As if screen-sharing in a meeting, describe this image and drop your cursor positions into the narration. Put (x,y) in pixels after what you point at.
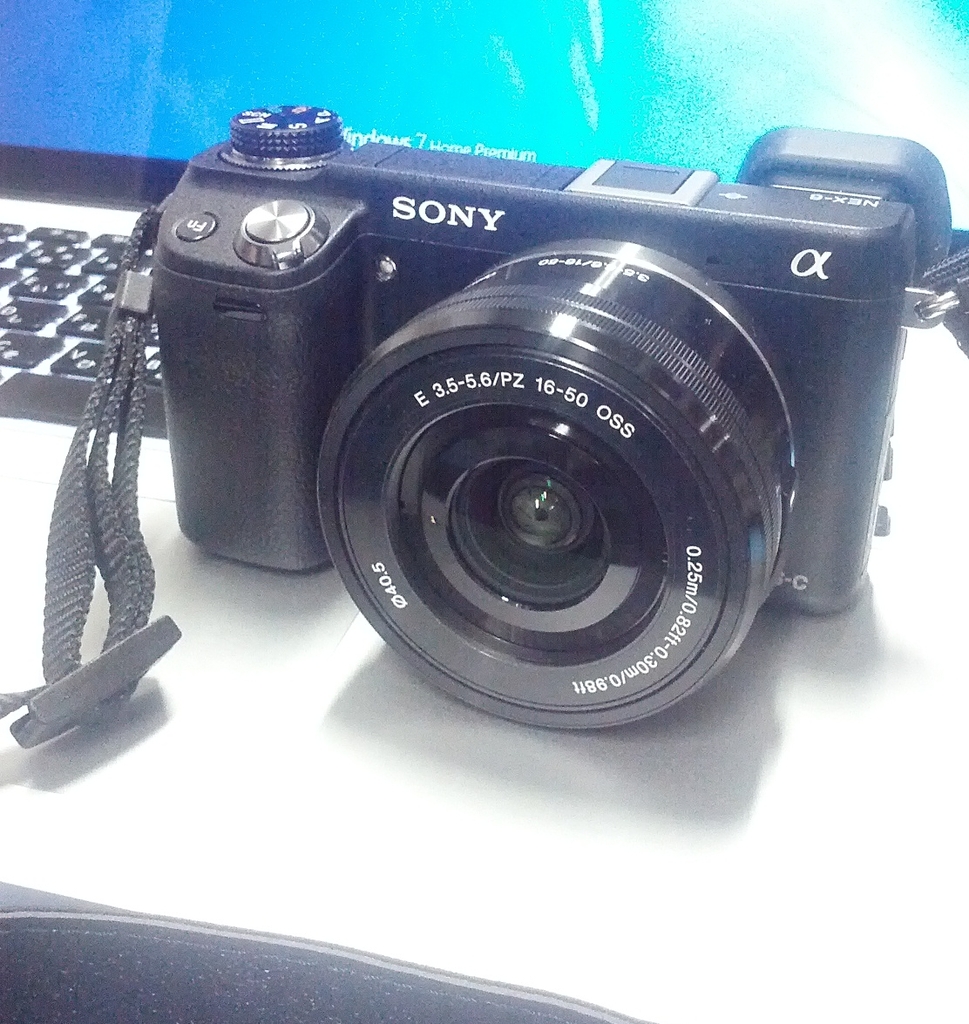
In this image I can see a camera (674,484) on a laptop (431,751).
